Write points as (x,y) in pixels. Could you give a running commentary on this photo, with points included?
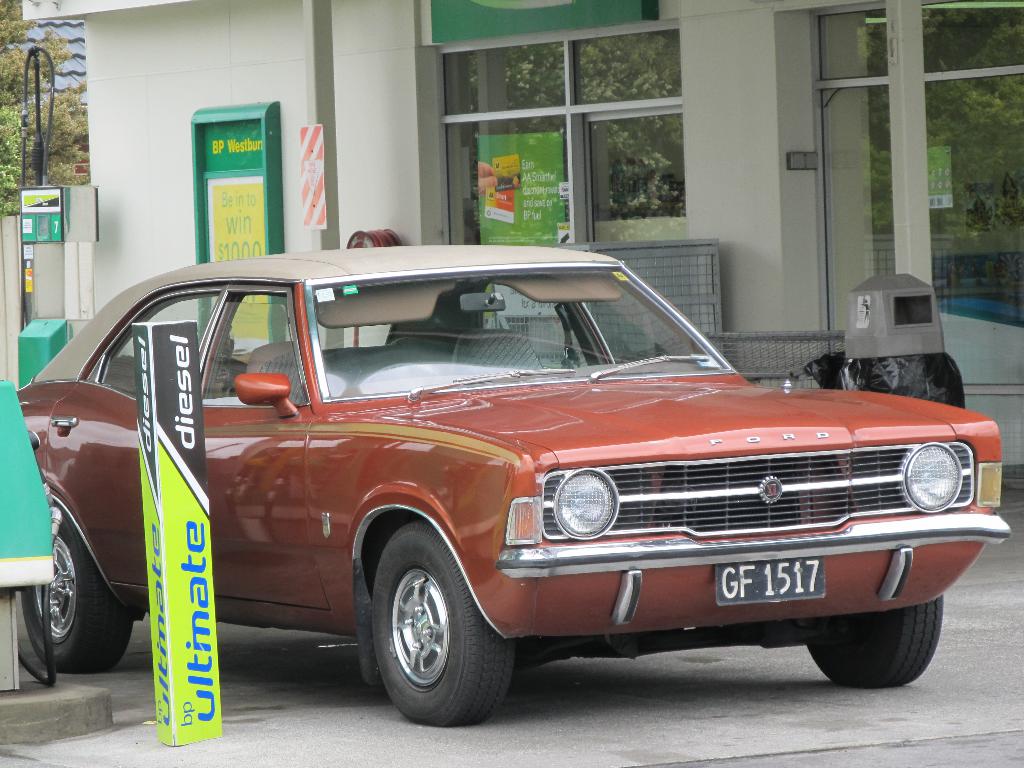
In this image there is a car (410,398) parked on the road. Behind the car (866,397) there is a dustbin (875,307). At the back side (844,281) there is a building (346,158) and we can see trees (63,106) at the left side of the image (59,123).
